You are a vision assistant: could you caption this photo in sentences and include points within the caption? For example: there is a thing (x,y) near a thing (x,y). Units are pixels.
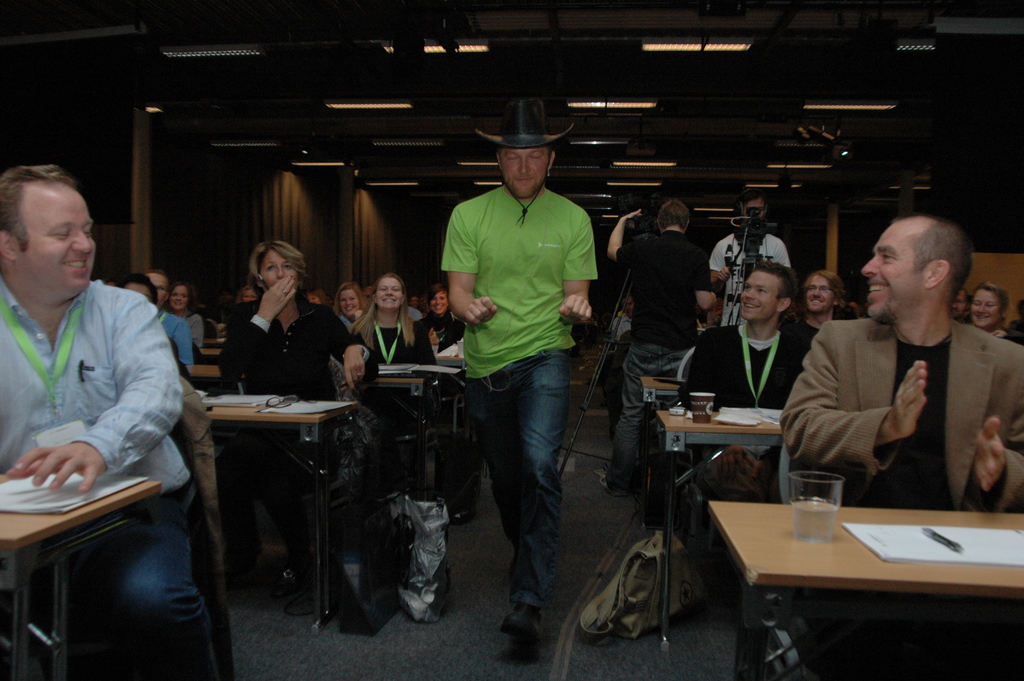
In the image we can see there is a man (542,375) who is standing on the floor (496,580) and either side of the man (558,383) there are people (72,379) who are sitting on the benches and over here there are two men (673,265) who are standing. A man (770,242) here holding a video camera (754,239) and it's with a stand (746,279).
